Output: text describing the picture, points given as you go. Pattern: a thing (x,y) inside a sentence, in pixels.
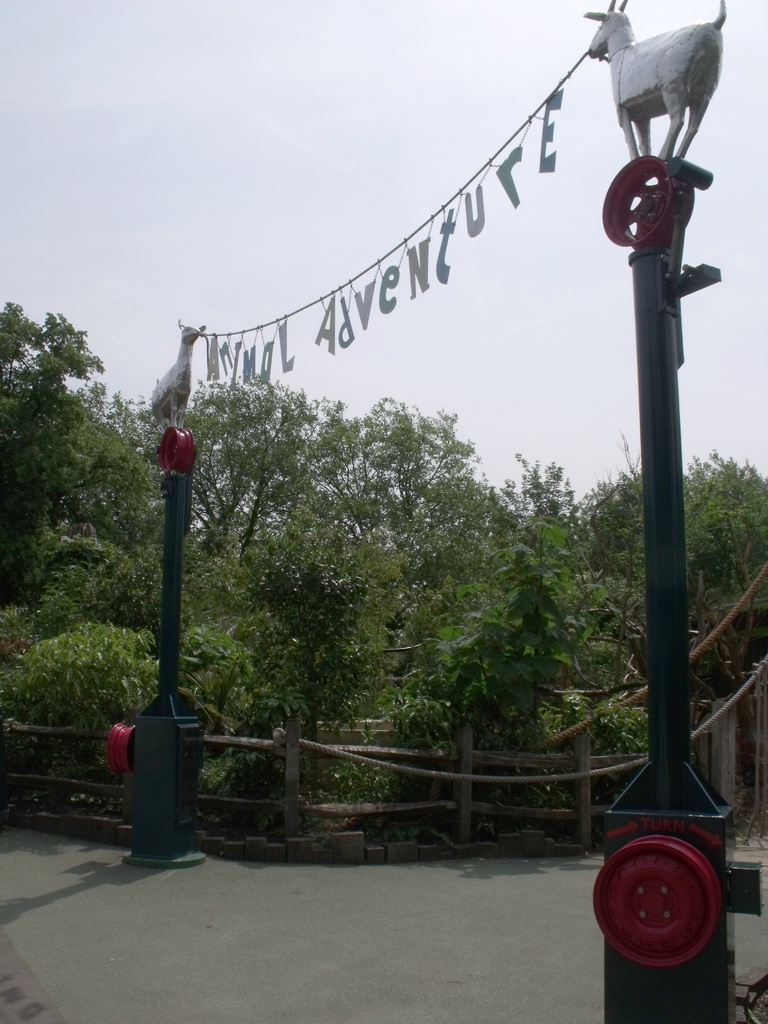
In this picture we can see few poles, trees (529,594), wooden fence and sculptures (661,73).
